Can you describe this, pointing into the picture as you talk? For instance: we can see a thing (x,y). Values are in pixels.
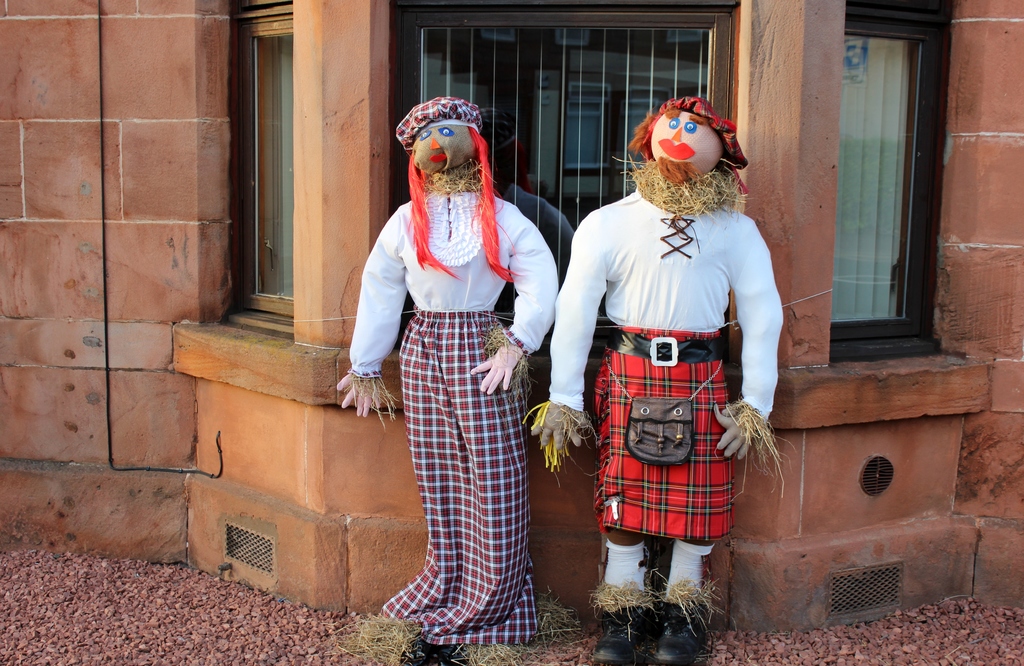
In the foreground of this image (629,492), there are two scarecrows (666,494). Behind it, there are windows (912,73) and the wall (58,184).
